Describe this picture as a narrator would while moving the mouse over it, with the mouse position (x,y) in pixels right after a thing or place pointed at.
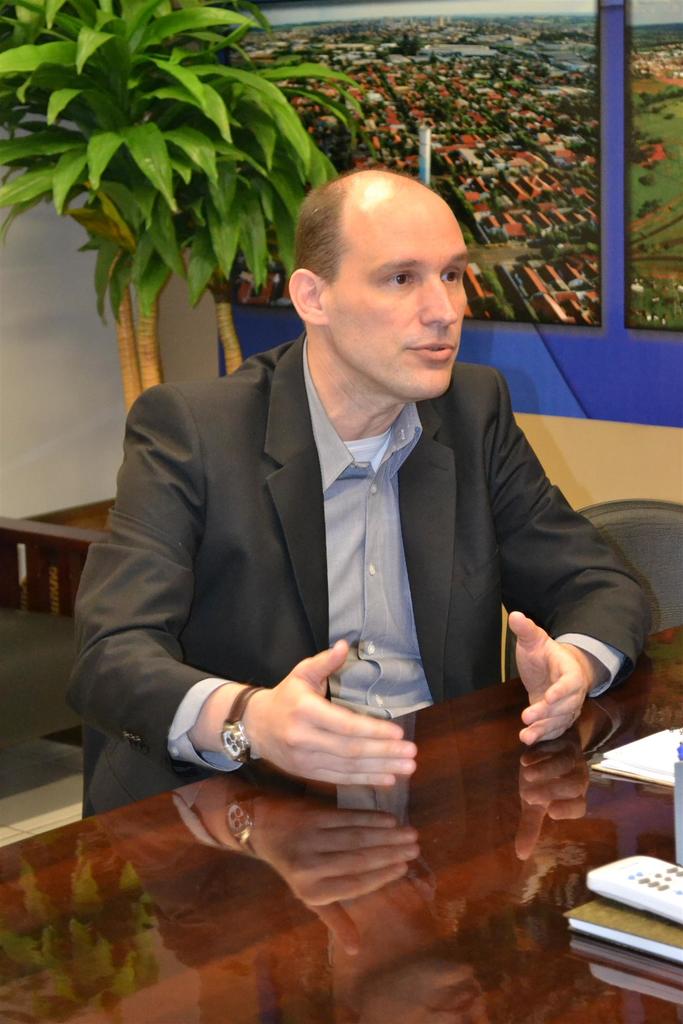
In this picture we can see a man (430,565) who is sitting on the chair (671,587). He wear a suit (593,541) which is in black color. This is the table (283,924). On the table (573,956) there is a book (622,912). On the background (224,190) we can see a plant (236,34). And this is the wall (63,389).
